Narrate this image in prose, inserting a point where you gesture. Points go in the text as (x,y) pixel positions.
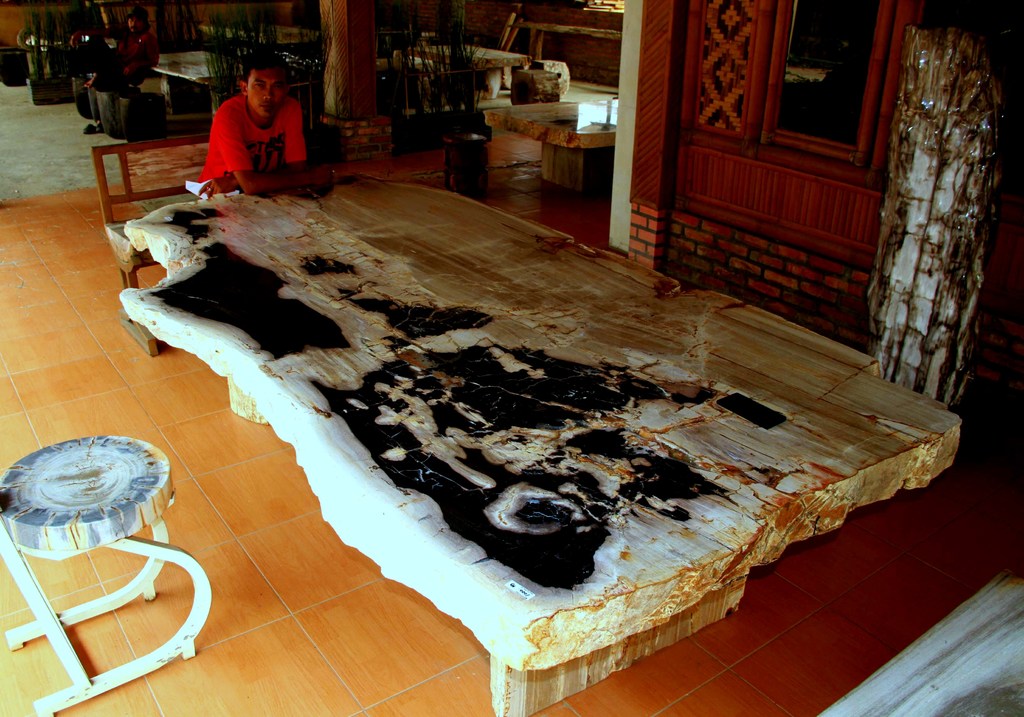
In this picture we can see a man (263,128) wearing red colour t shirt (260,153) sitting on a bench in front of a table (357,473). This is a floor (315,646). Here we can see other person (136,44) sitting. We can see all the empty tables (598,148) and chair (69,526).
